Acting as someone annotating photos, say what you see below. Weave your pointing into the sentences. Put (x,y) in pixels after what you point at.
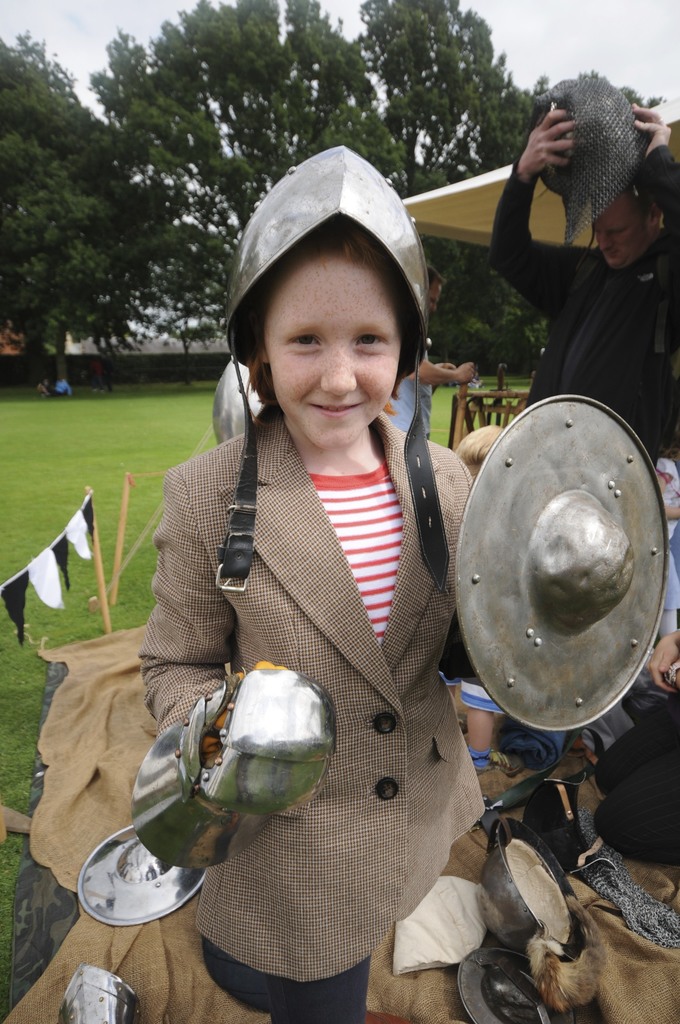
In this picture we can see a kid (271,464) in the costume (336,551). Behind the kid (375,482), there is a stall (441,208), people (464,369) and some objects (427,964). Behind the people (545,389) there is grass (147,398), trees (454,155) and the sky (592,50).
